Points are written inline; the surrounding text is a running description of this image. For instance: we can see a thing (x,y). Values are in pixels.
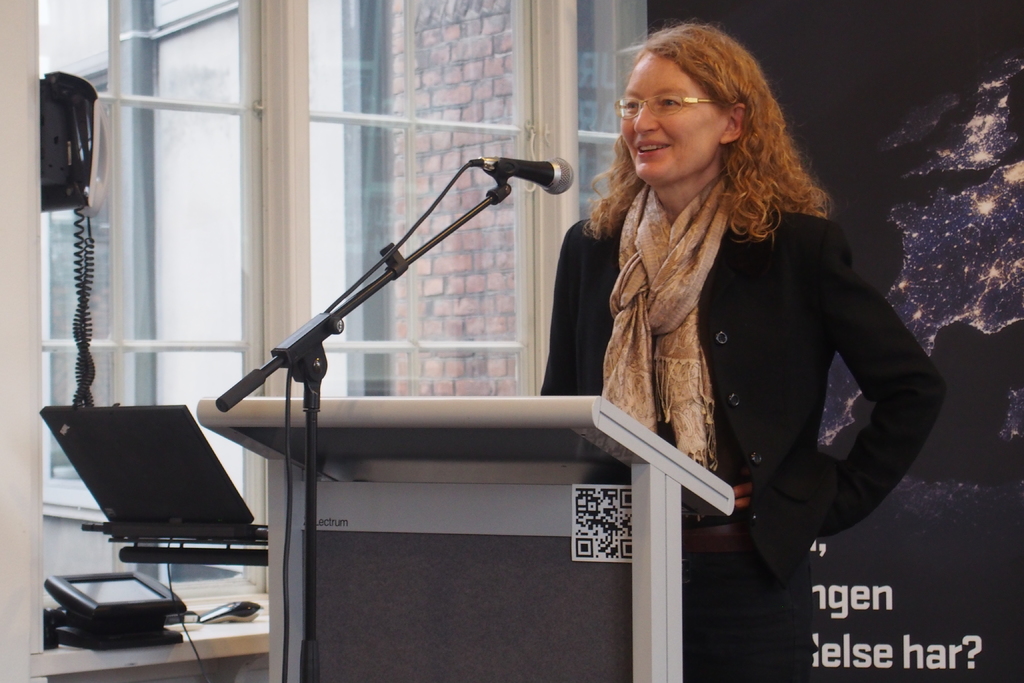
Here we can see a woman (750,521) standing near a speech desk (644,471) and speaking something in the microphone (565,187) present in front of her and beside her we can see laptop (89,459) and a telephone (43,119) and a window (605,18) present.
